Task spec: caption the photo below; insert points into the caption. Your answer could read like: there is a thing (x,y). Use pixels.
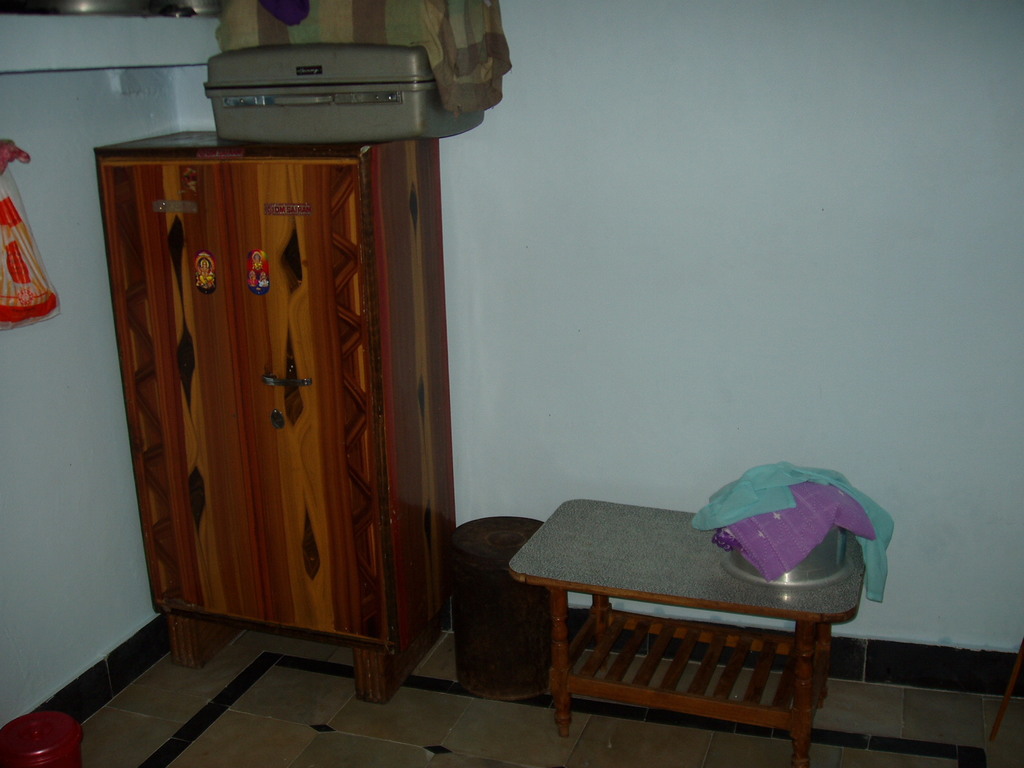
This picture shows the inner view of a room (80,281). There are some objects (59,4) on the wall (83,171), one cover (14,241) hanged on the wall (31,361), some objects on the table (677,568), one stick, one table (695,596), some objects (520,671) on the surface (262,707), one Wardrobe (280,418) with two God stickers (268,278) and two objects (378,96) on the wardrobe (285,259).
